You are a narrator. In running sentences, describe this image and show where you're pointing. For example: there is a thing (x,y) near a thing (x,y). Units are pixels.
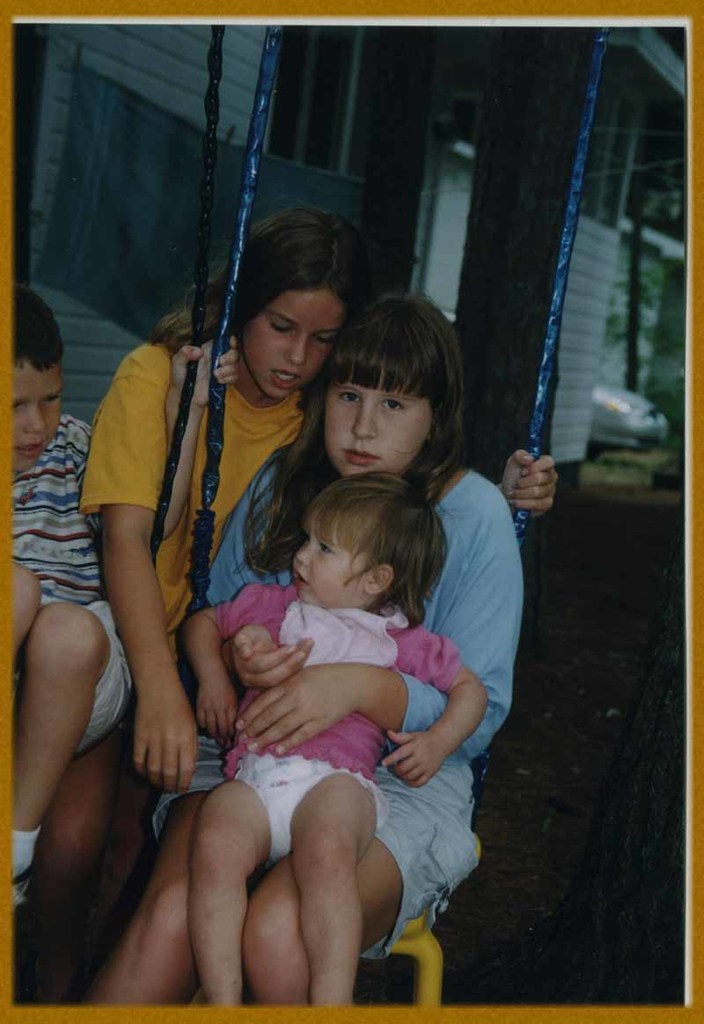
In this image there is a boy (81,728) and girl (479,556) holding baby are sitting on the swing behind them there is another girl (168,719) standing, at the back (612,183) there is a building (110,35).
